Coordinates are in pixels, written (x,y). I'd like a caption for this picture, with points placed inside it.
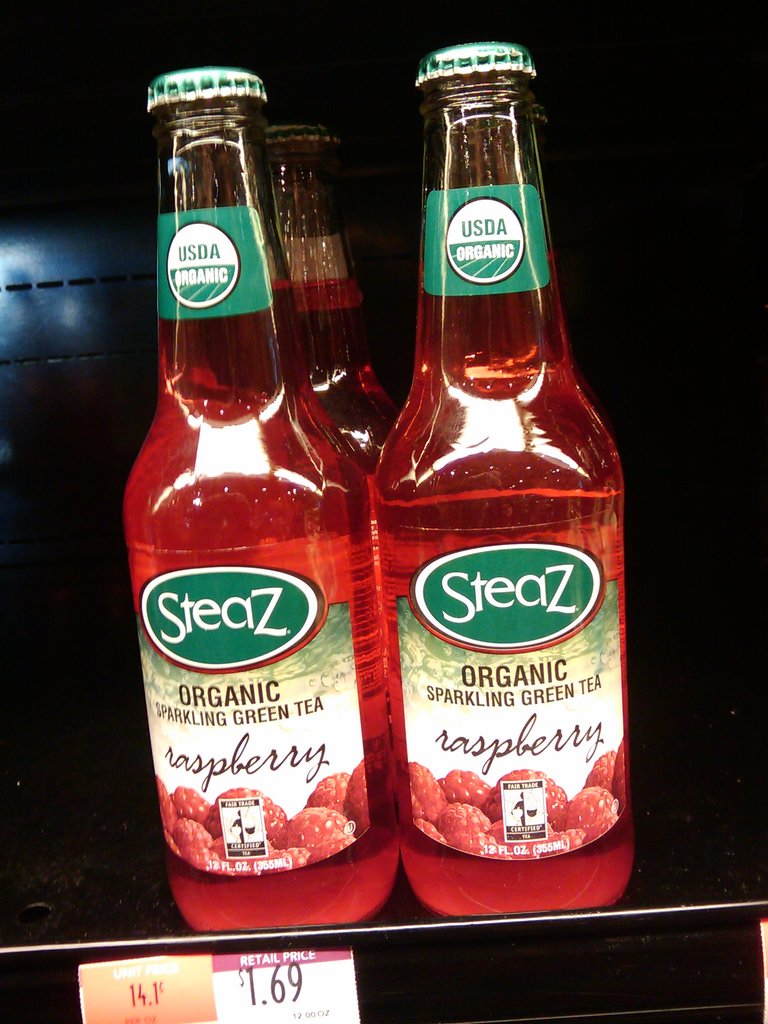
There are three bottles (503,504) one, two and three. The bottles (450,315) are filled with green tea (305,289). Three bottles (293,287) are completely organic sparkling green tea (498,722). It is also filled with green tea (428,355). The bottom (376,837) of bottle (317,895) price tag (276,980) is there that is 1. 69 something price rate.
